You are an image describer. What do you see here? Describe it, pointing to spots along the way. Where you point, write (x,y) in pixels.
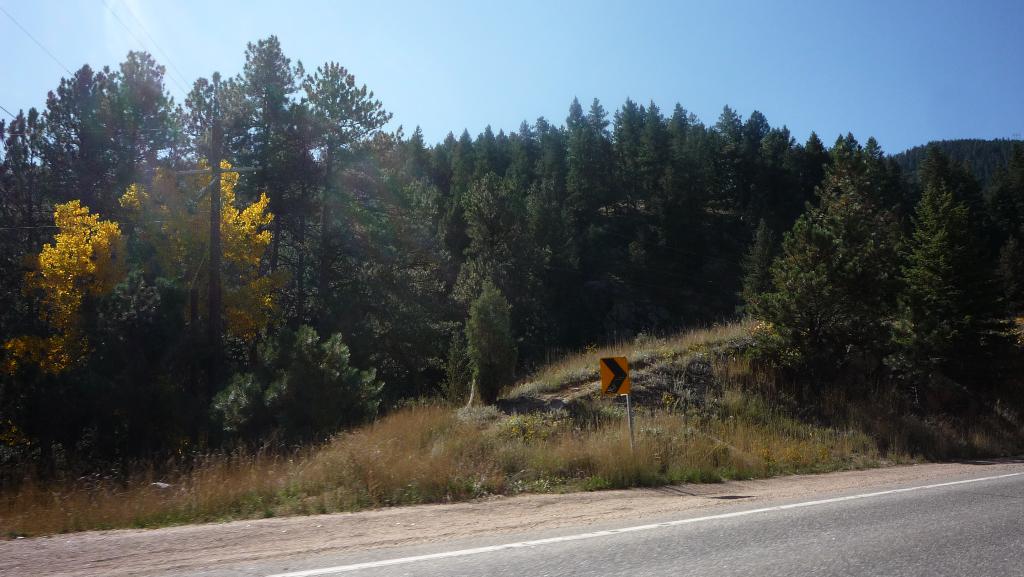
There is a road (584,539) at the bottom of this image (685,523). We can see trees (510,320) in the middle of this image (418,276) and the sky (391,66) is in the background (529,66).
